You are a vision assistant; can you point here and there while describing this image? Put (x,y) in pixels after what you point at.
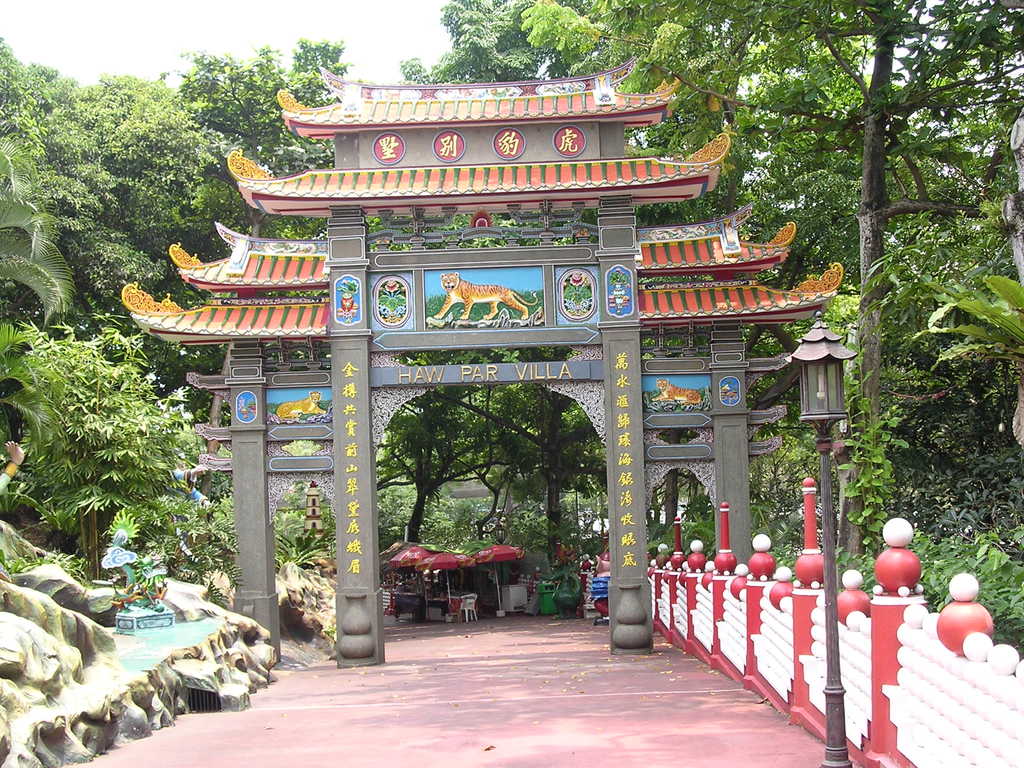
In this image I see the arch (605,271) on which there is art (357,281) and I see few words (567,369) written and I see the path (420,694) and I see the fencing (786,614) which is of red and white in color and I see a pole (841,731) over here and I see number of trees (118,262) and few stalls (454,547) over here and I see the sky (116,67).
